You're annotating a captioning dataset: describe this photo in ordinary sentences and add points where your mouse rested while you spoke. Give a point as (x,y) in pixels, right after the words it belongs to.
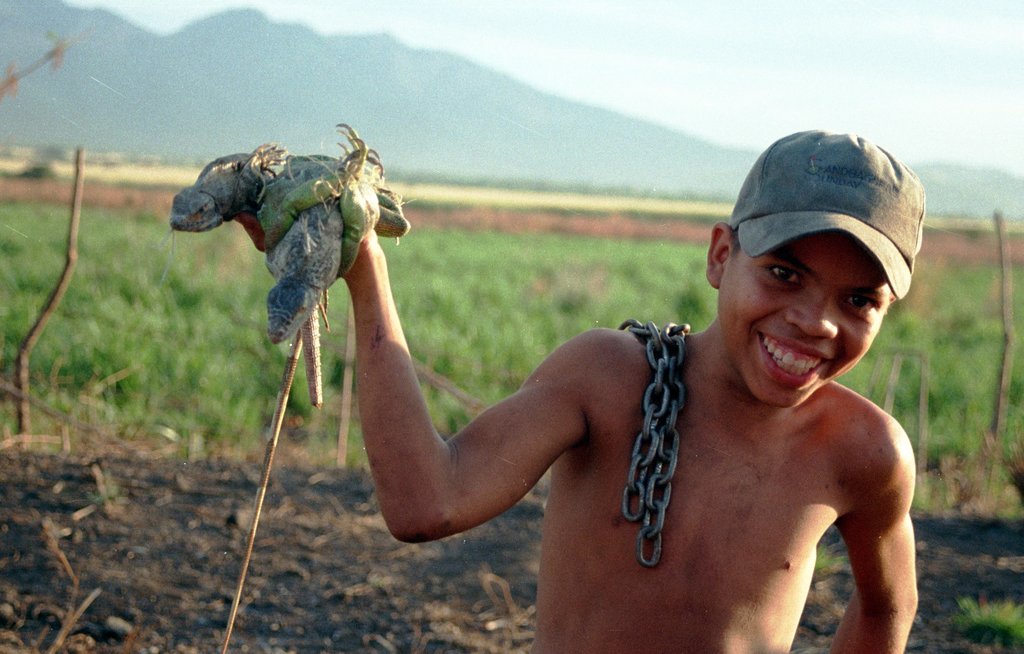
In the foreground of this image (581,503), there is a boy (732,449) holding iguana lizards (315,237) in his hand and having a smile on his face (804,365) and he is also wearing a cap (817,197) and a chain (655,425) on him. In the background (306,469), there is the ground (130,525), sticks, crop plants (110,280), mountains (420,65) and the sky (807,42).
